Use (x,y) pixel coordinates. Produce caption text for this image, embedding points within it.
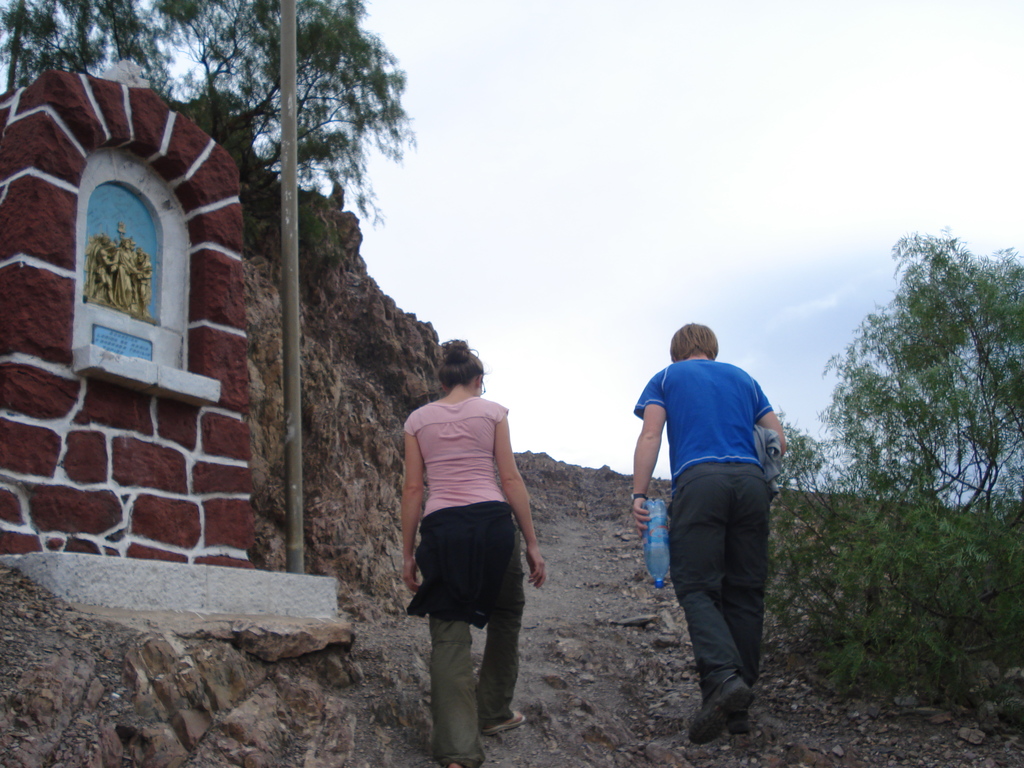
In this image I can see in the middle (471,491) two persons (711,564) are walking, on the left side (113,277) there is a statue (120,258). There are trees (300,162) on either side in this image, at the top (687,145) it is the sky (803,187).
